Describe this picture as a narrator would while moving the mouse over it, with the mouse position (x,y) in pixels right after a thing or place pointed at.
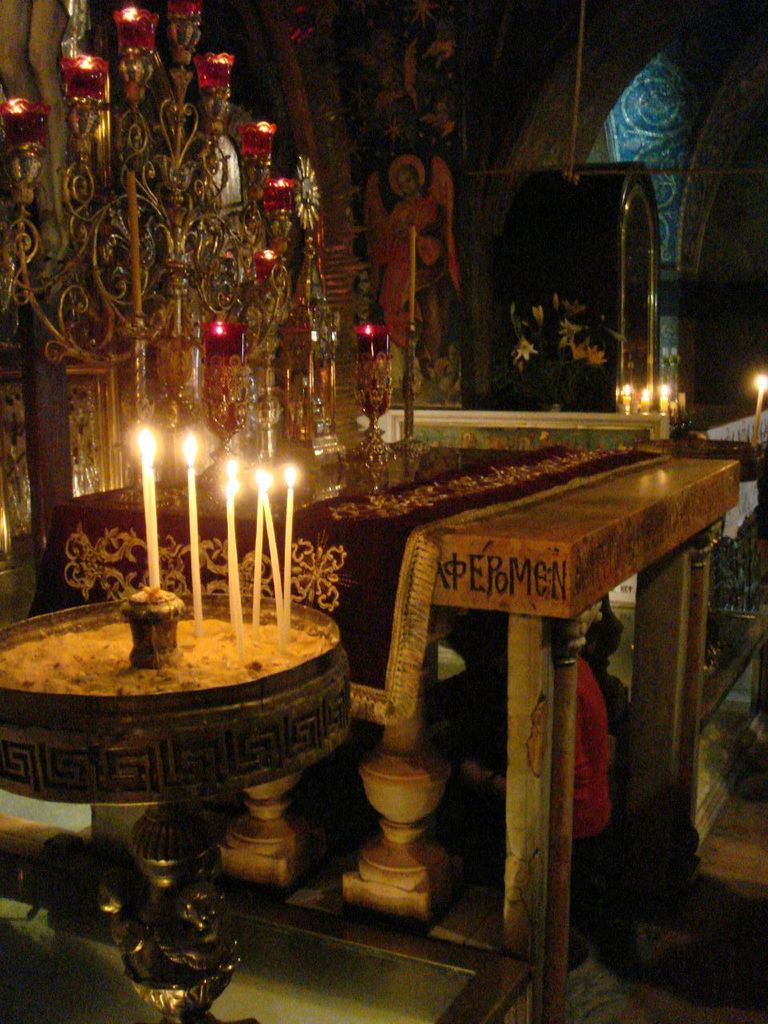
In this picture we can see candles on stands (170,766) and cloth (494,484) on the table (560,596). In the background of the image (454,264) we can see painting (433,272) on the wall (459,74), candles (759,428) and objects (627,383).
